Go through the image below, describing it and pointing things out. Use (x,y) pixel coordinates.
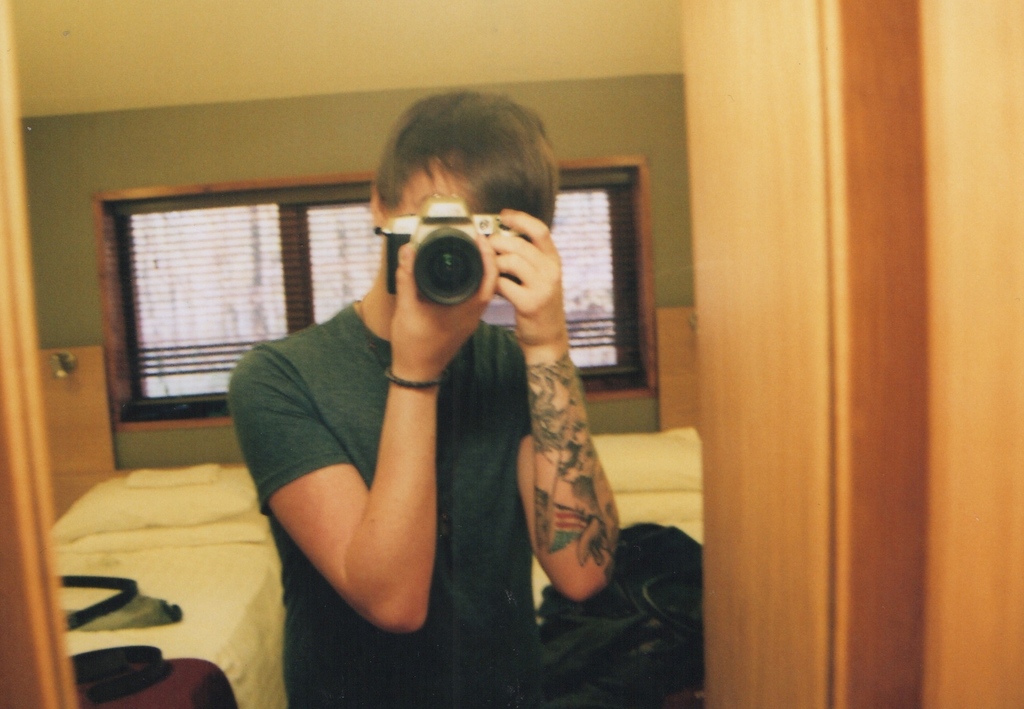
In the image we can see there is a person (416,349) standing and he is holding camera (445,266) in his hand (411,293). There is tattooed on his hand (550,533) and behind there are beds (246,564). There are pillows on the beds (241,696). There is window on the wall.
